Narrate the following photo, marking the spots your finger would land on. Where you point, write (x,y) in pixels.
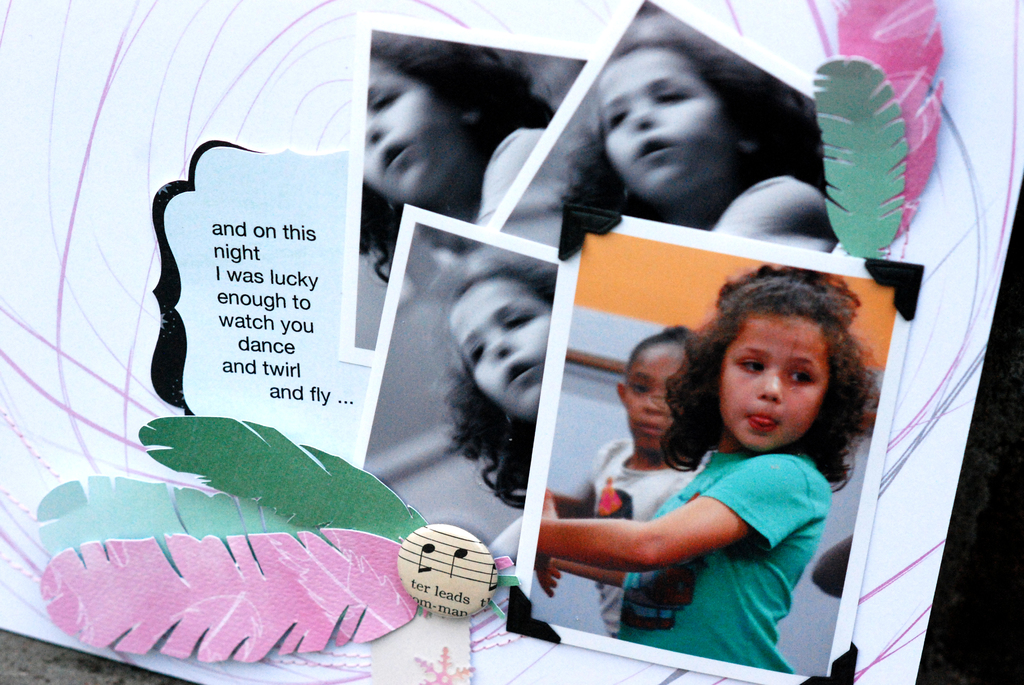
In this picture we can see a board (900,631) with photos (450,229) of a girl (476,437), feathers (127,577) and some text (257,263) on it and in the background (934,683) it is dark.
